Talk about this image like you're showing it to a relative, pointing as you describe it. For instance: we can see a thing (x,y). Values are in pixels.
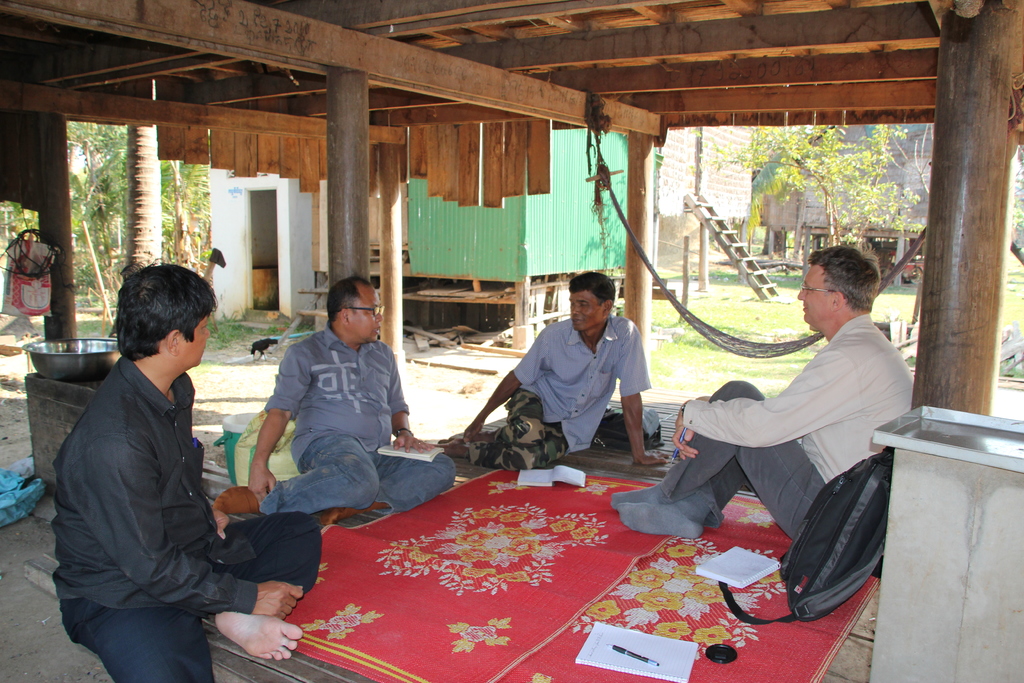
In this image on the right (873,357) there is a man (807,376), he wears a shirt (799,426), trouser (768,460), he is sitting. In the middle (569,379) there is a man (597,358), he wears a shirt (599,382), trouser (550,445), he is sitting. On the left (301,455) there is a man (268,447), he wears a shirt (343,420), trouser (360,500), he is sitting, he is holding a book (397,452). On the left (153,507) there is a man (157,490), he wears a shirt (159,544), trouser (179,643), he is sitting. At the bottom (391,599) there are books (607,641), mats (634,611) and bags (796,581). In the background (689,352) there are bowls (45,358), trees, pillars (705,283), roof (578,72), ladder (718,243), trees (776,159), plants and grass (704,339).
